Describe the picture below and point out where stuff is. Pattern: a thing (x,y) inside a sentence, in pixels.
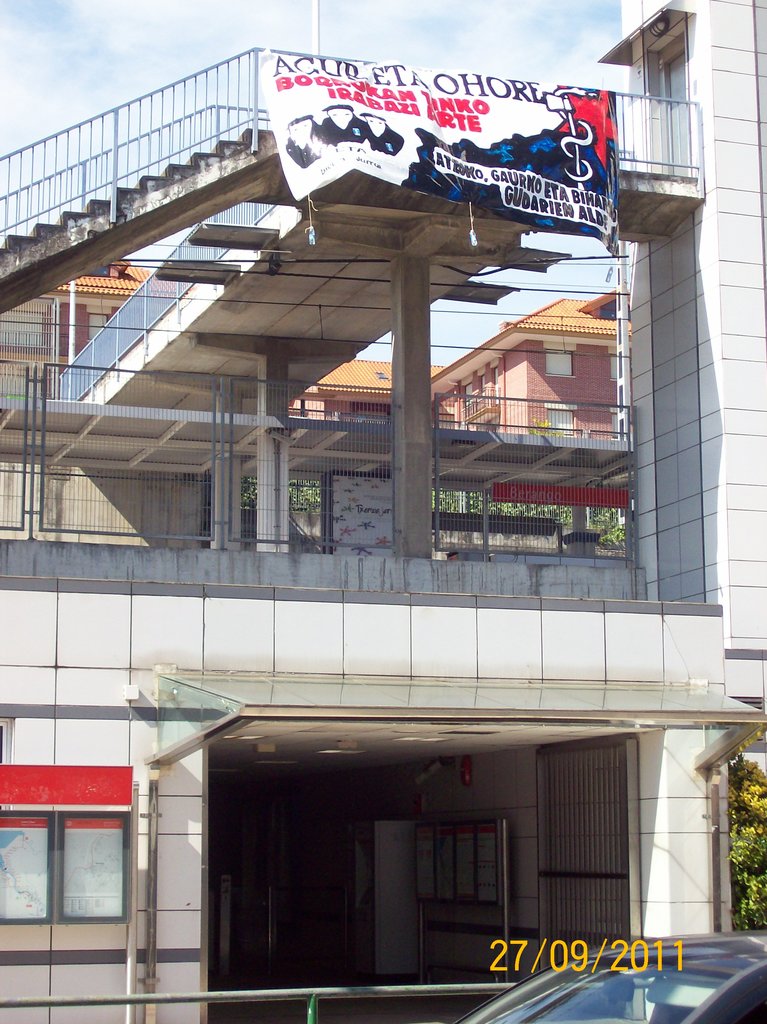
At the bottom of the image (609,966) there is a car (546,1006). Behind the car (574,1006) there is a rod (362,996). Behind the rod (245,996) there is a building (686,320) with walls (737,199), windows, pillars (700,761), banners (337,138), steps (272,193) and railings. Behind the building (530,623) there are trees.
